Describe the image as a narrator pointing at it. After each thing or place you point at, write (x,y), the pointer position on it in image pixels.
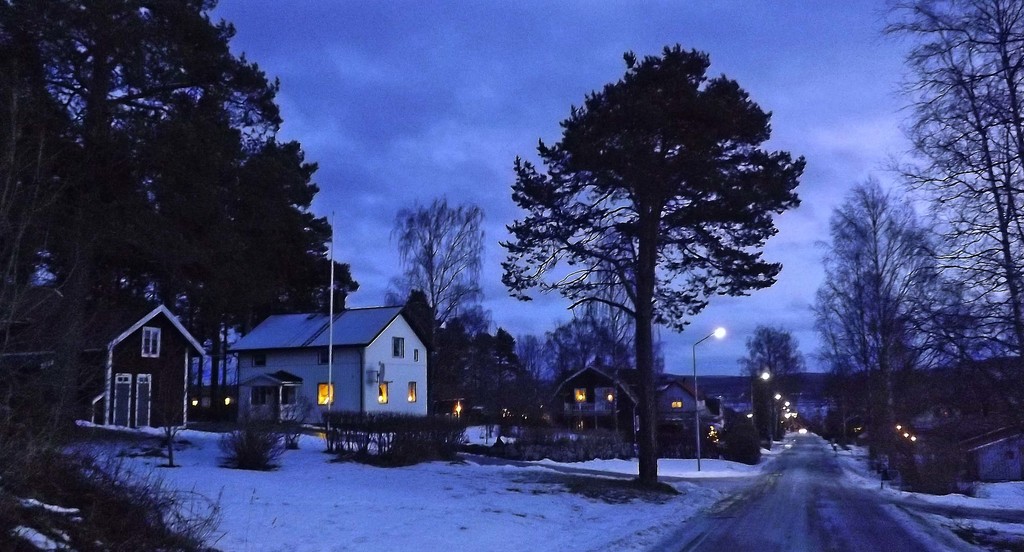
In this picture we can see the beautiful view of the houses (634,388) and trees (662,199). In the front (599,501) bottom side there is a road (787,511) on the right side (830,513) and snow (393,520) on the ground (409,497). On the top (484,59) there is a sky (540,93).
